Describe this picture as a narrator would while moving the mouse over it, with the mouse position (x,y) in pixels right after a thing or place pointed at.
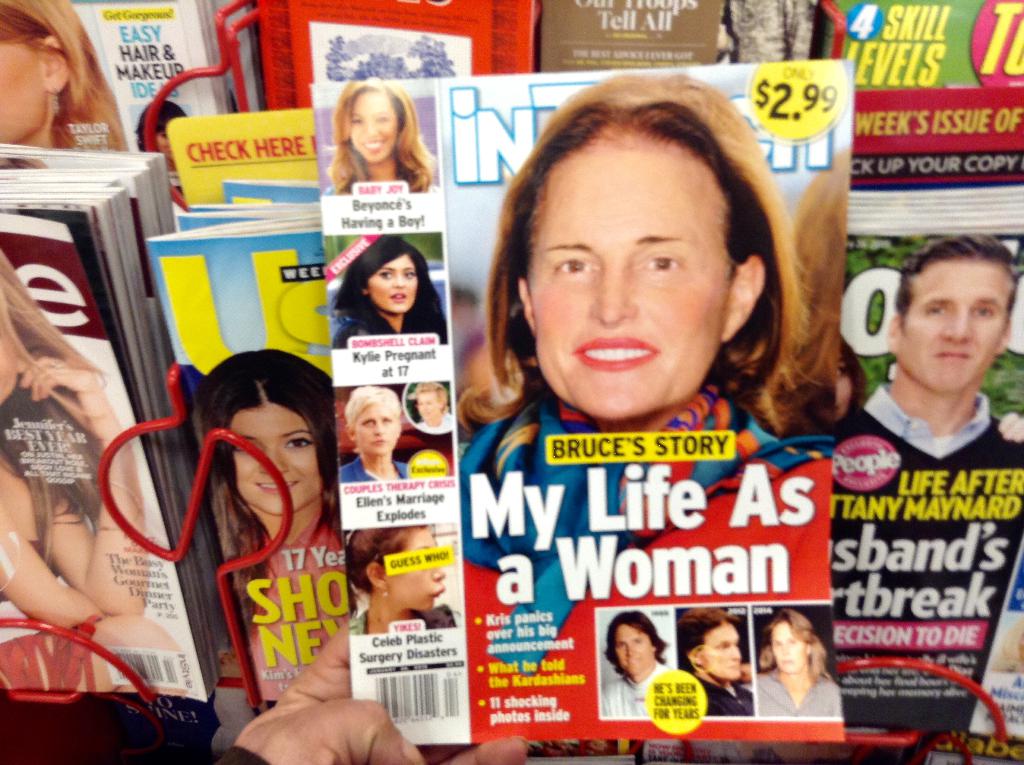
In the image there are a lot of magazines (736,389) and a person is holding one of the magazine (495,541) with the hand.
